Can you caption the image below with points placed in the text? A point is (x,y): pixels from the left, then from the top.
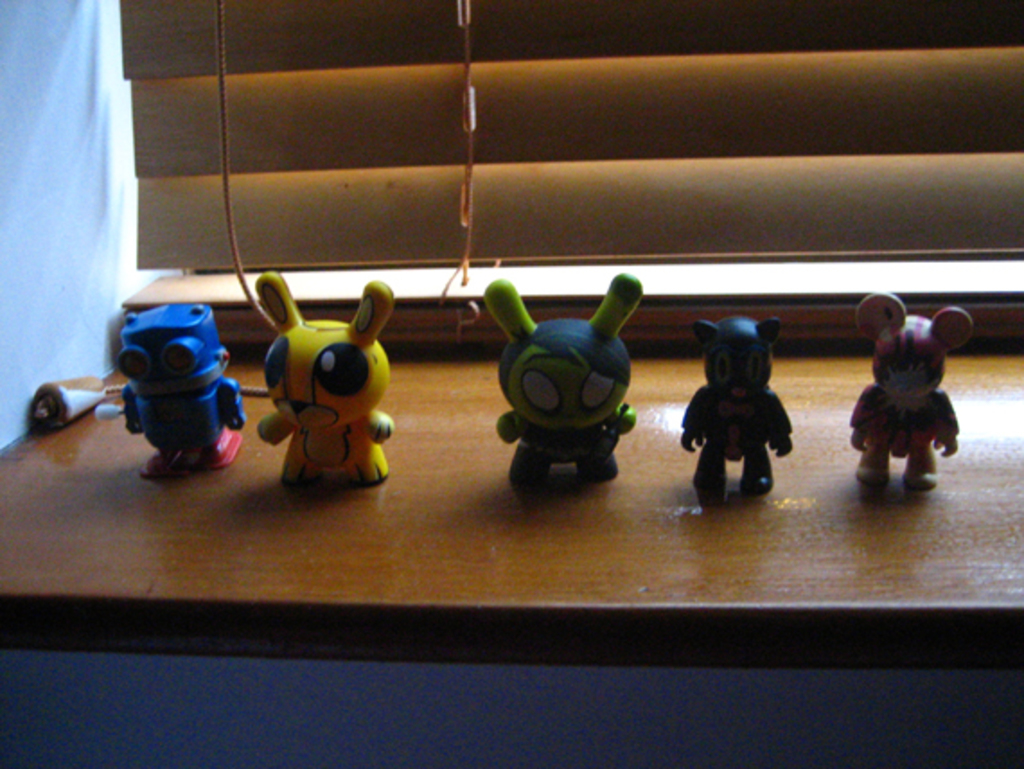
In this picture there are toys (535,363) in the center of the image (449,480), on a desk (640,523), there is a window (532,160) at the top side of the image (532,160).
